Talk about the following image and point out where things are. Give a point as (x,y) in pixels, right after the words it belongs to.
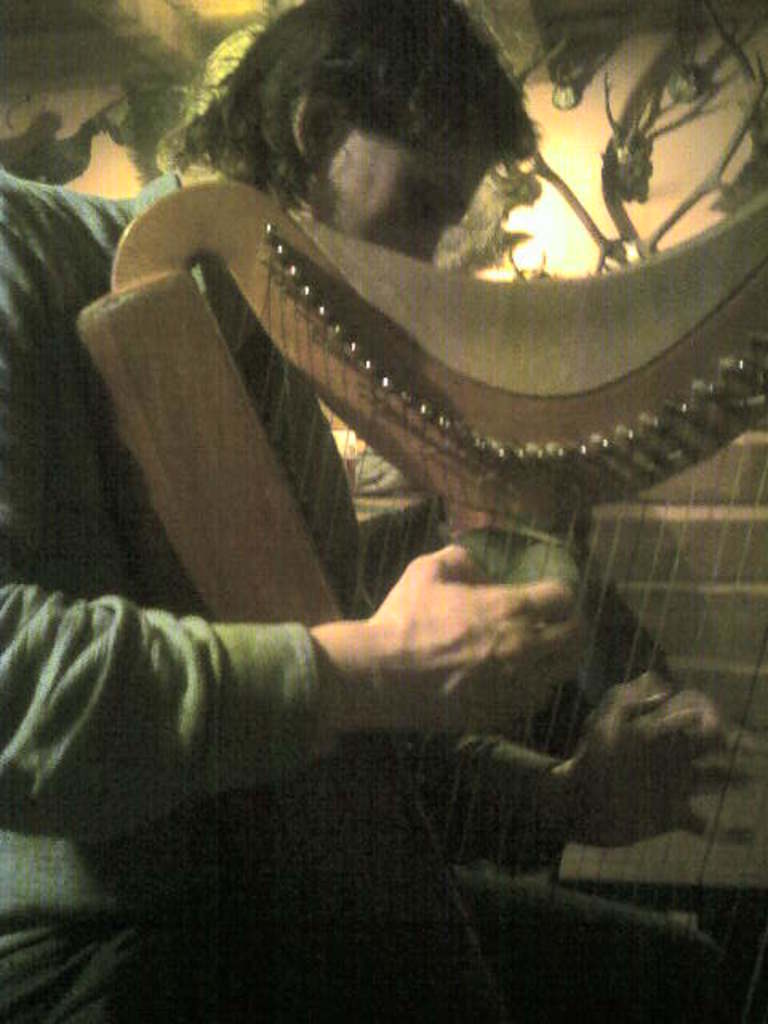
In this image we can see a person (355,229) playing a musical instrument (369,419), behind him we can see the wall (600,212), also we can see the light (558,230).
